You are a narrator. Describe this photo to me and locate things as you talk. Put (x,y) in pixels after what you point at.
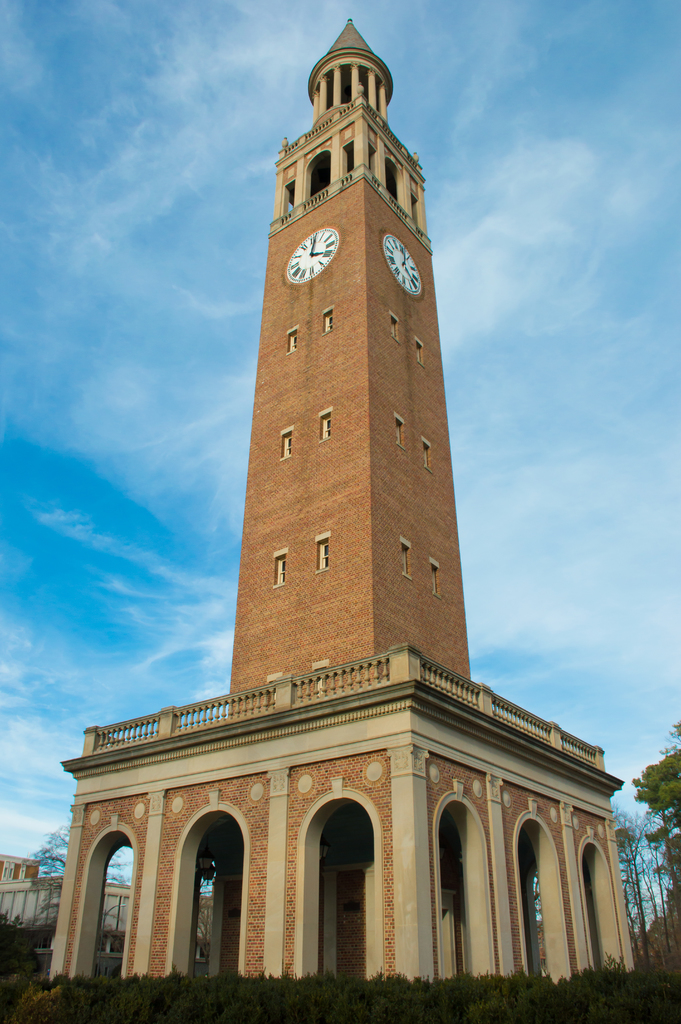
In this image I can see a huge tower (336,610) which is brown and cream in color. I can see few windows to the tower (331,511) and two clocks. I can see a building (24,909), few trees (675,850) and the sky (573,582) in the background (549,343).
